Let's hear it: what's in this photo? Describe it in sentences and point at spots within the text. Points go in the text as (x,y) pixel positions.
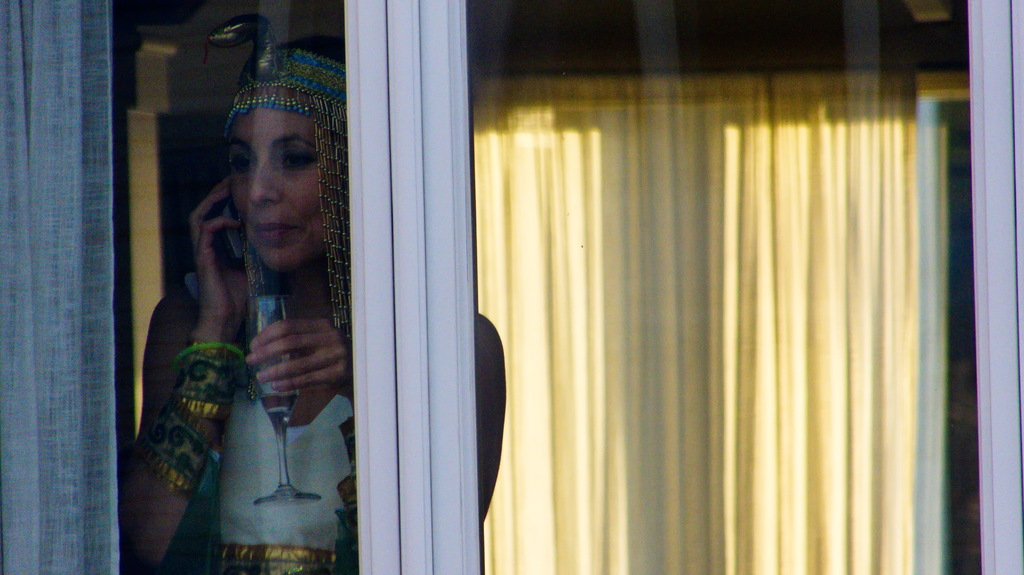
In this image we can see a glass (660,228) and a curtain (38,395). Through the glass (255,443) we can see a woman (348,344) holding a glass (271,299) and a mobile (235,250) with her hands (297,325). In the background (491,187) we can see curtain (761,377).
